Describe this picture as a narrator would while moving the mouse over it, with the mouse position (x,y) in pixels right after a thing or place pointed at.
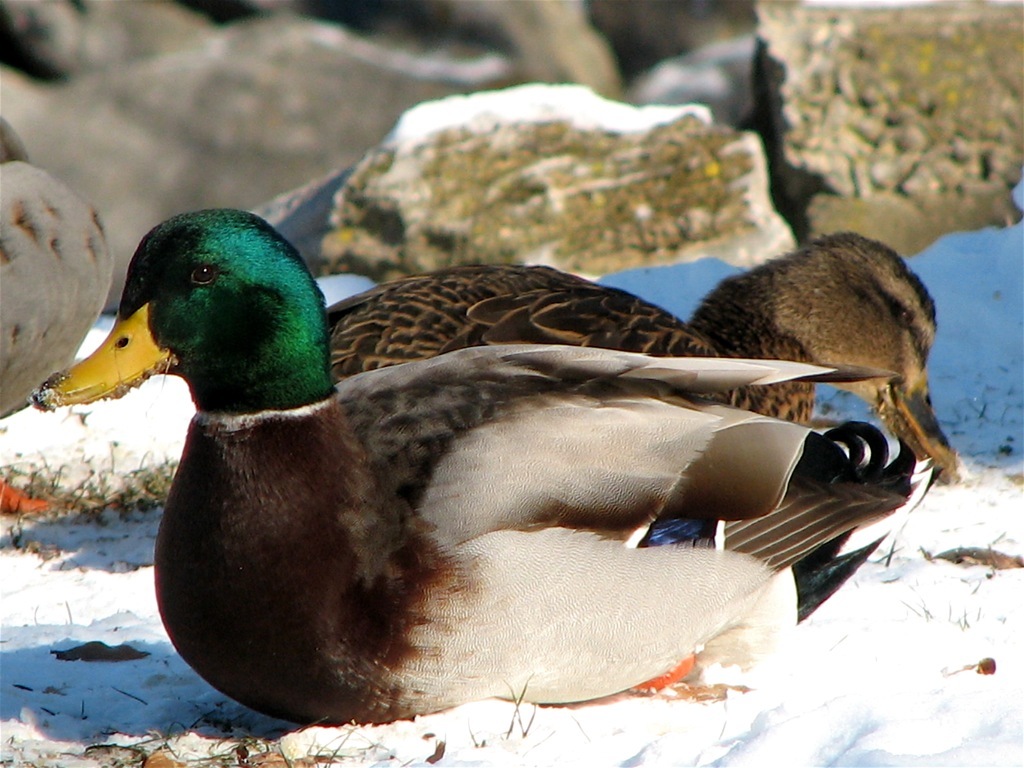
In this picture we can see birds (836,578) and in the background (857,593) we can see snow (845,588) and some stones (1022,116).
